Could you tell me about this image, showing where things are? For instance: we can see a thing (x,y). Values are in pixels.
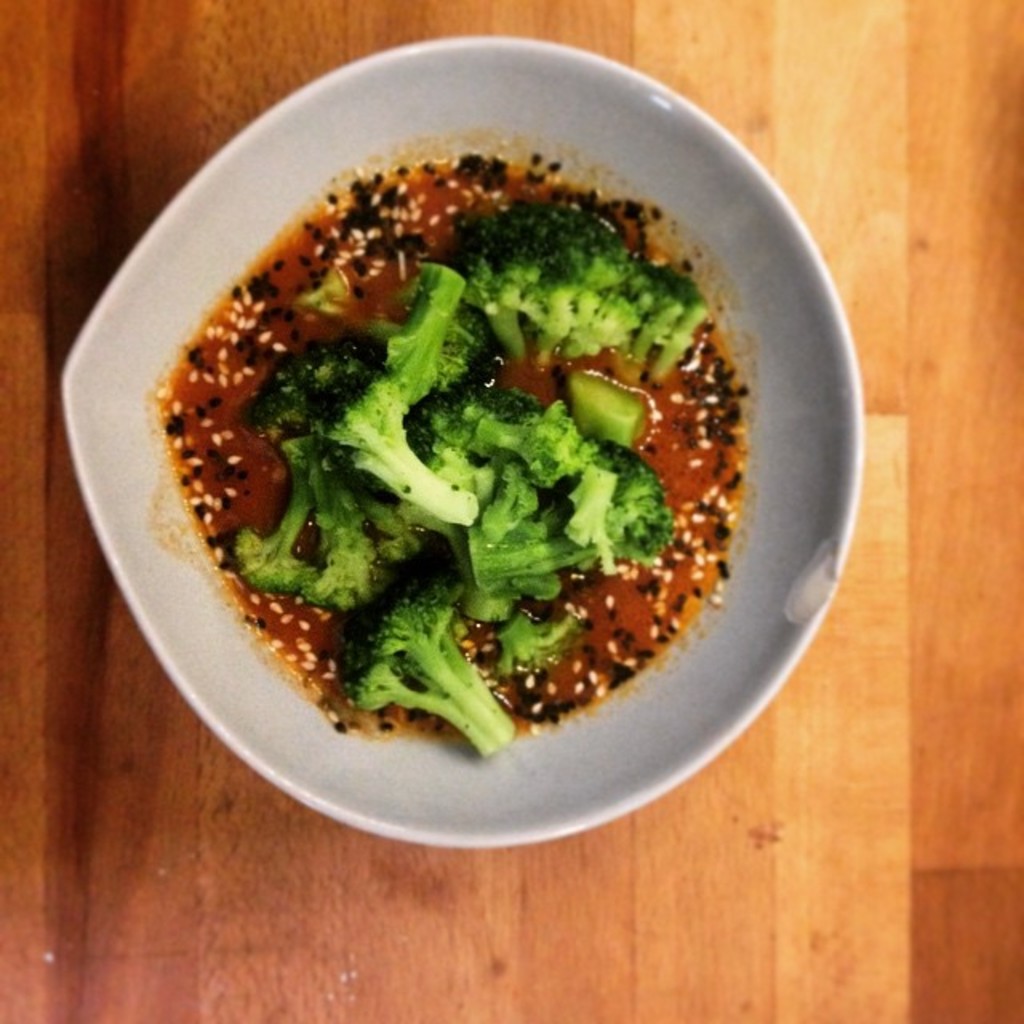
In this image we can see food (548,621) in a bowl (843,431) which is on a platform (907,953).
